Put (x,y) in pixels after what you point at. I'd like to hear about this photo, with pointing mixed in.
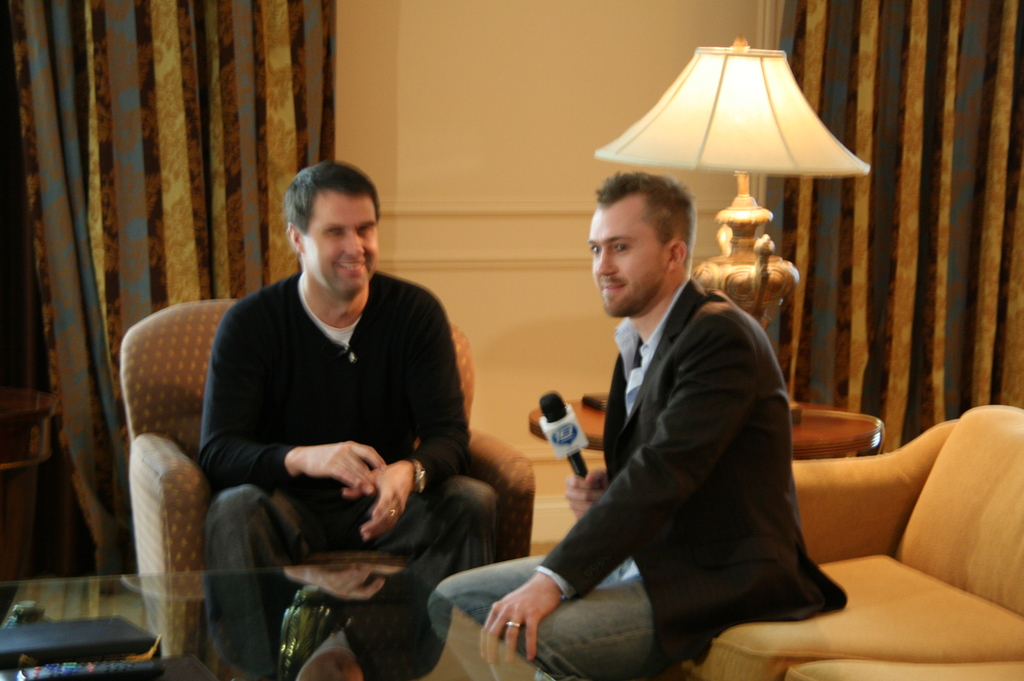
This picture shows two men (383,640) seated on the chairs (1017,548) and a man (578,530) holding microphone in his hand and we see a light (776,257) and couple of curtains (228,59) hanging.
